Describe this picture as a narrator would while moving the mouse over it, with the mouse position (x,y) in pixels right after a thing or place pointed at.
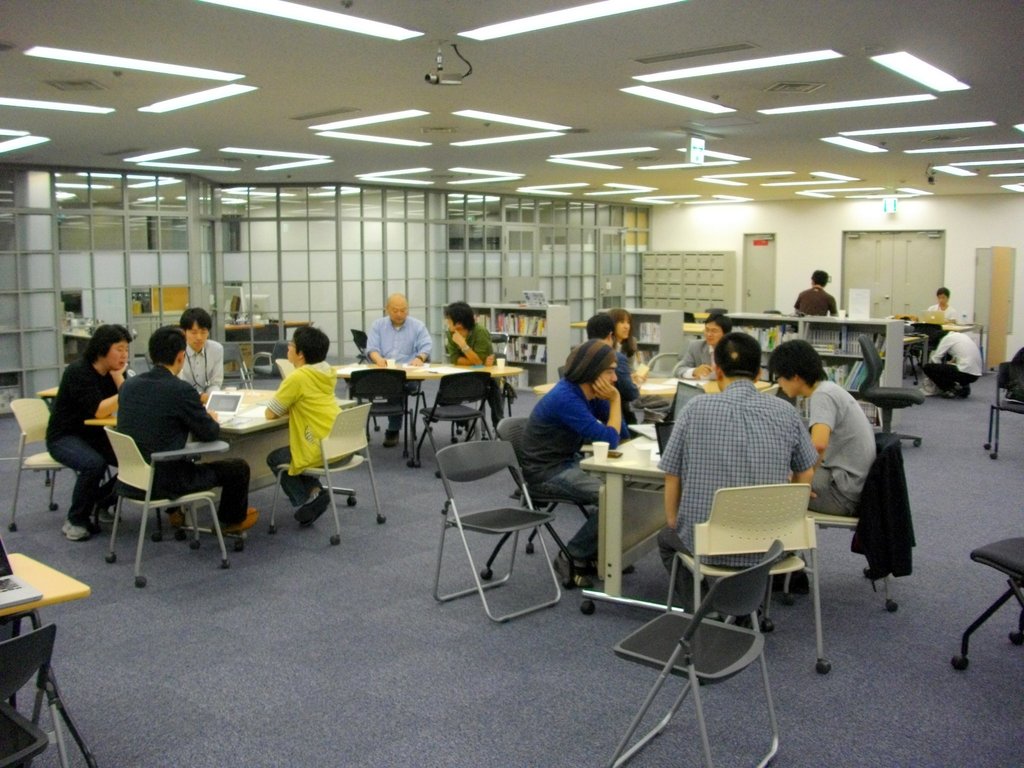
As we can see in the image there is a door (882,268), wall (811,258), chairs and tables (454,371) and few people (200,425) sitting on chairs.
